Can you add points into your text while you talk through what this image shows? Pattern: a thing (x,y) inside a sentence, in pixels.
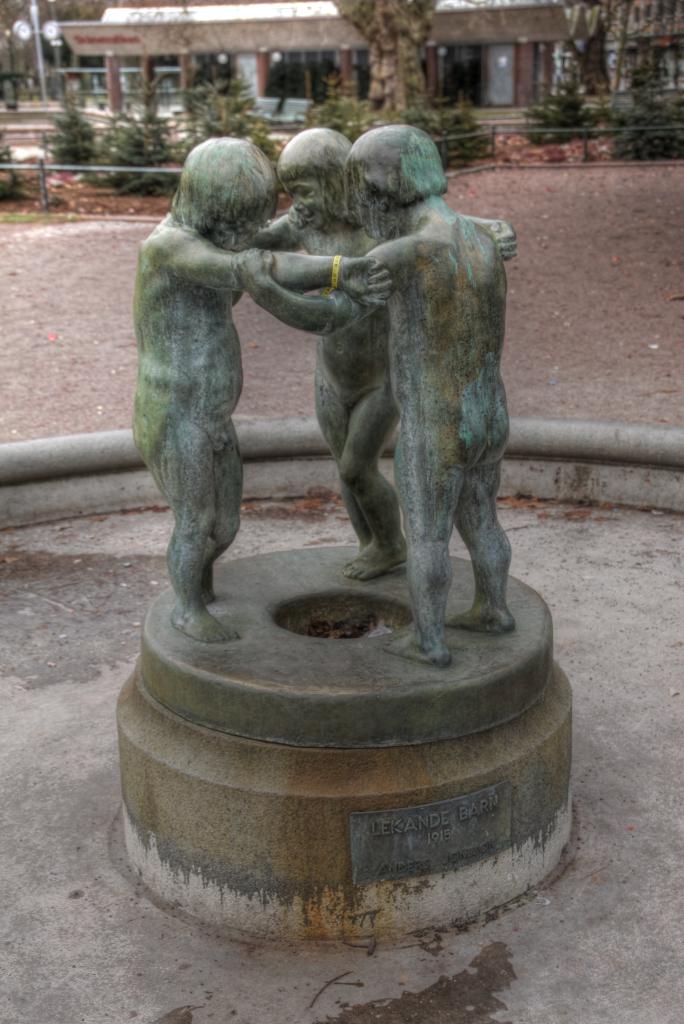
There is a statue (407,385) at the bottom of this image (300,695) and there are some trees (197,122) and a building (456,97) in the background (362,105).
